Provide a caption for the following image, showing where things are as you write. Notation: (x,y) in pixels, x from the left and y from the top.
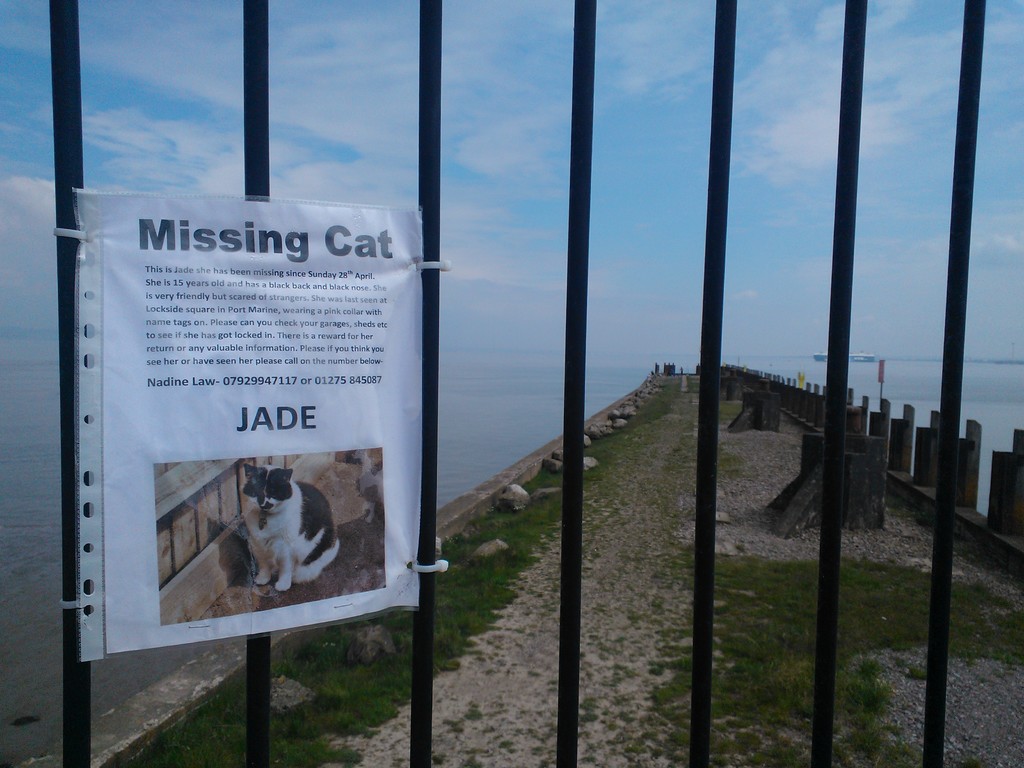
In this image I can see advertising poster (393,344) on the grill (700,508), behind that there is a bridge (971,743) on the water (1013,425).
